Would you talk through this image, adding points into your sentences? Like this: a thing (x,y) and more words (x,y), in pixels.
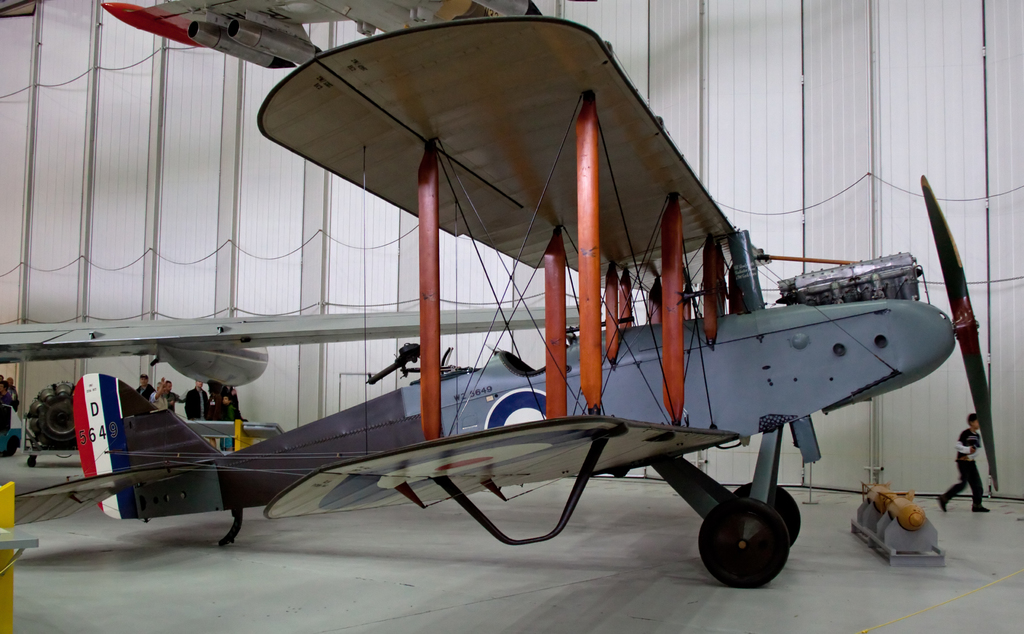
In this image there is an airplane (292,466) and a few objects (252,430) on the floor (623,502), there are a few people (148,387) standing and walking. In the background (301,208) there is a wall (204,192).
